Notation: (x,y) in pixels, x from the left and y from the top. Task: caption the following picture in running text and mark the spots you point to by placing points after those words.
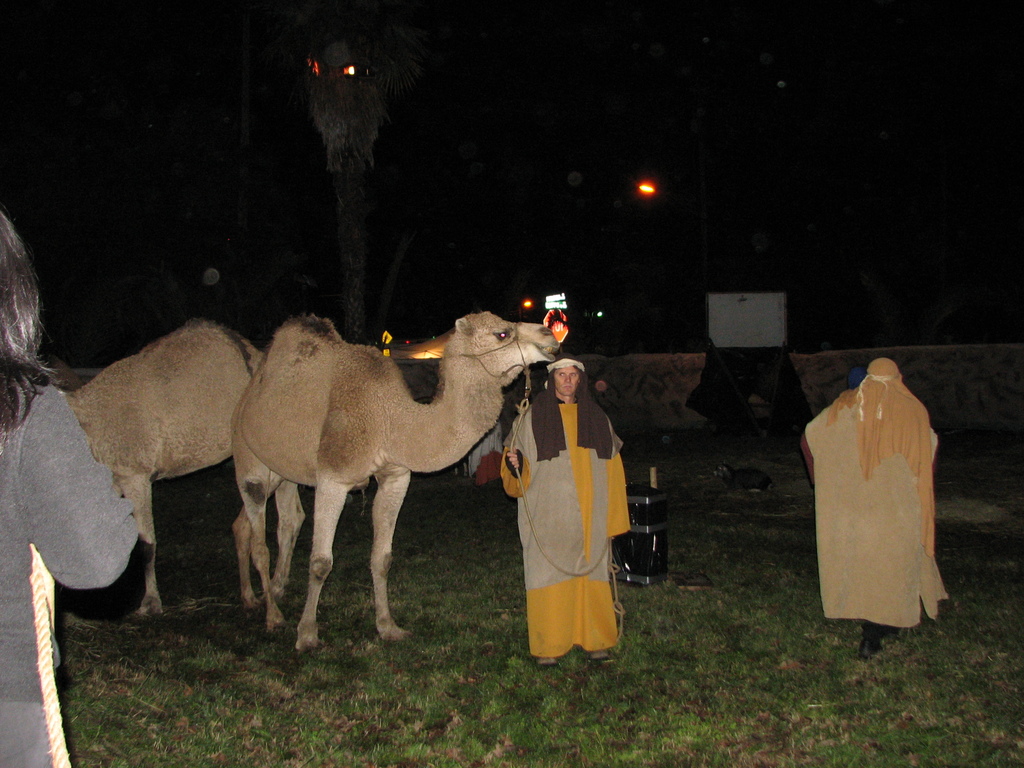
In this image we can see some camels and a group of people (594,590) standing on the grass field (643,636). In that a man (549,605) is holding a camel (474,442) with its rope (515,473). We can also see a container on the ground (638,614), some lights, a board (723,306), a wall (677,380) and a tree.
